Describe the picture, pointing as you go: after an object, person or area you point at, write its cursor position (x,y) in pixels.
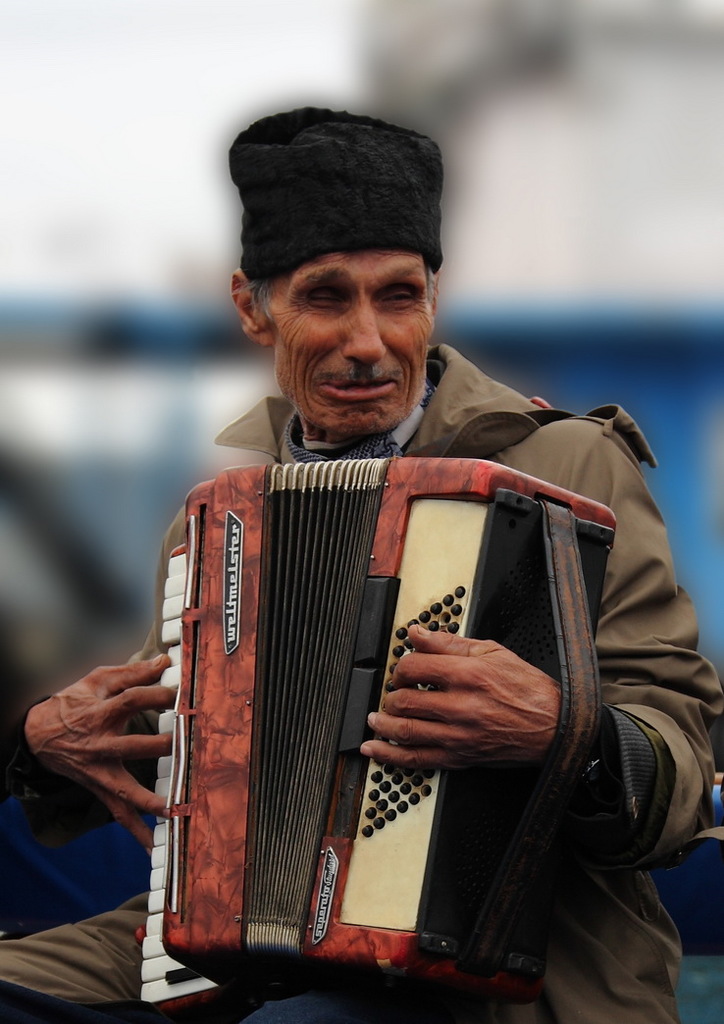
In this image, we can see a person (295,403) is smiling and playing a music instrument (238,730). Background (623,205) we can see a blur view. Here we can see white and blue colors.
